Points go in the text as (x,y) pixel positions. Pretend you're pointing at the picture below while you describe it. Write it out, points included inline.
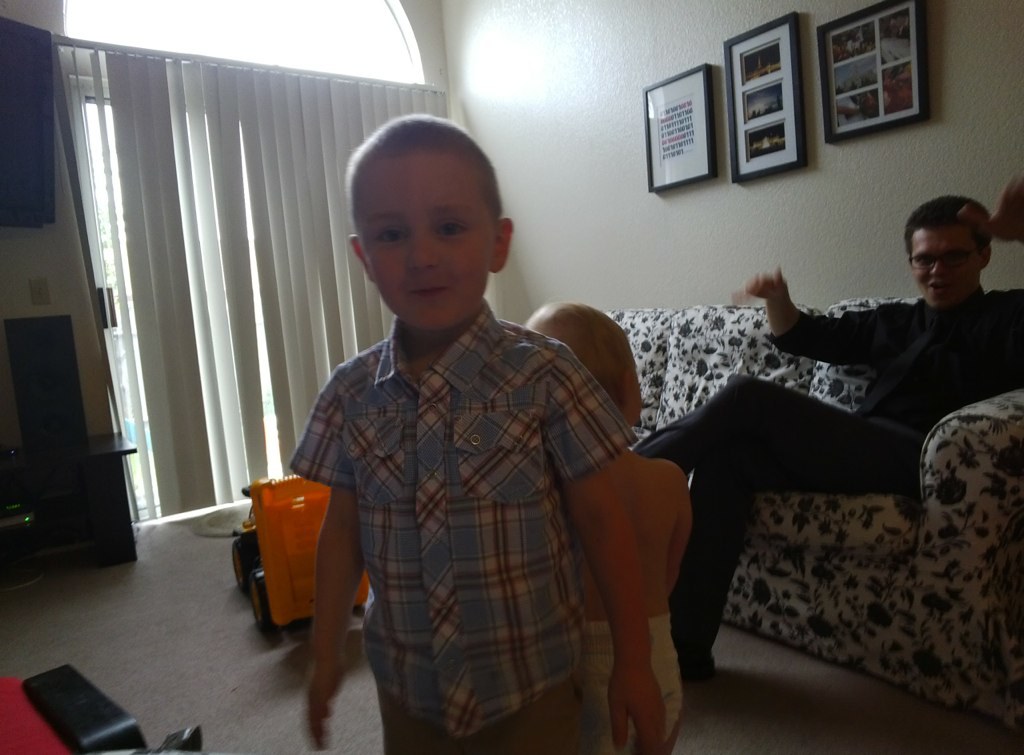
In the image there is a man (962,372) sitting on the sofa (709,324) and in front of him there are two kids (542,562) standing on the floor (273,647), there is a toy vehicle (264,540) behind the kids (613,436) and in the background (529,175) there is a wall (598,244) and there are three frames (850,41) attached to the wall (605,170). On the left side (118,176) there is a window (266,39) and there is a curtain (194,254) in front of the window (378,48), beside the window (104,322) there is a table (80,522) and there is a television (43,80) fit to the wall (58,242).
